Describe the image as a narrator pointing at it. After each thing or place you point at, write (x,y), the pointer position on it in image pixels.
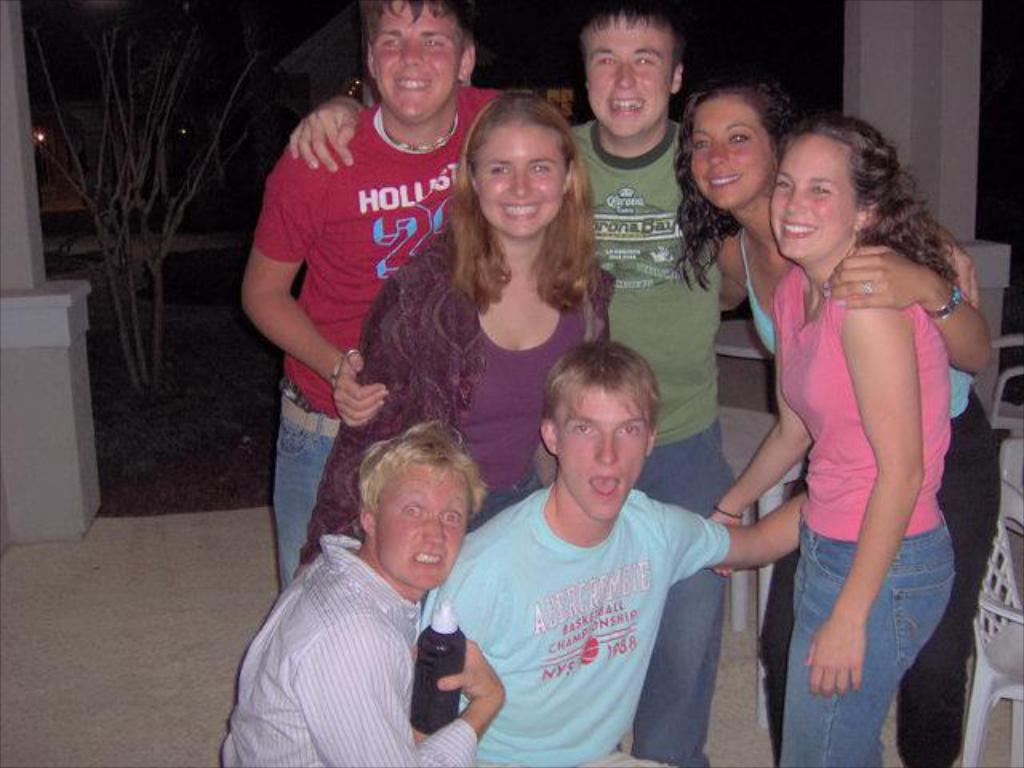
In this image I can see the group of people (536,378) with different color dresses (447,172). I can see one person (397,697) is holding the bottle (444,670). To the side I can see the chairs (1021,433) and the tables (761,424). In the background (157,254) I can see the lights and the trees (233,100). I can see the black background (757,10).
